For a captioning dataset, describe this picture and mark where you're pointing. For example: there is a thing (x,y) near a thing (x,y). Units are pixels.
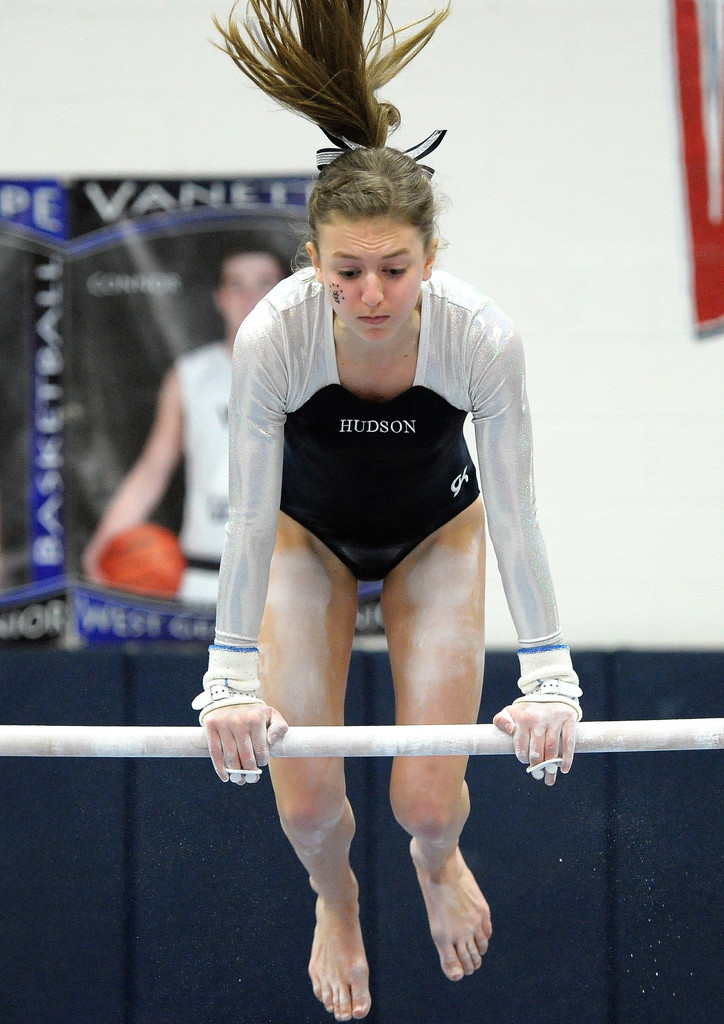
There is a woman (411,320) in silver color shirt (252,552) jumping and holding a white color rod (349,751). In the background (635,714), there is a sheet (693,813), near posters (184,310) on the white wall (499,69).
